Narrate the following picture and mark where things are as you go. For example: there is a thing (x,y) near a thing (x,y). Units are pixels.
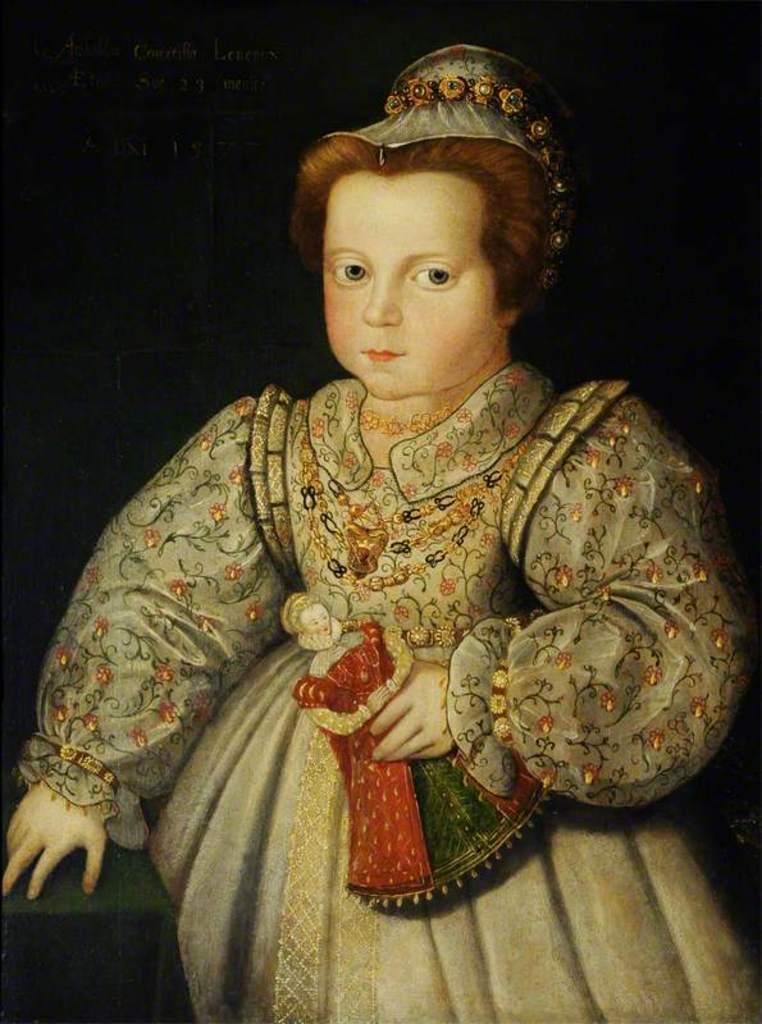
In this picture I can see a girl (274,733) in front (281,648) who is holding a doll (324,655) and I see that this is a depiction picture and I see that it is dark in the background (760,536).
